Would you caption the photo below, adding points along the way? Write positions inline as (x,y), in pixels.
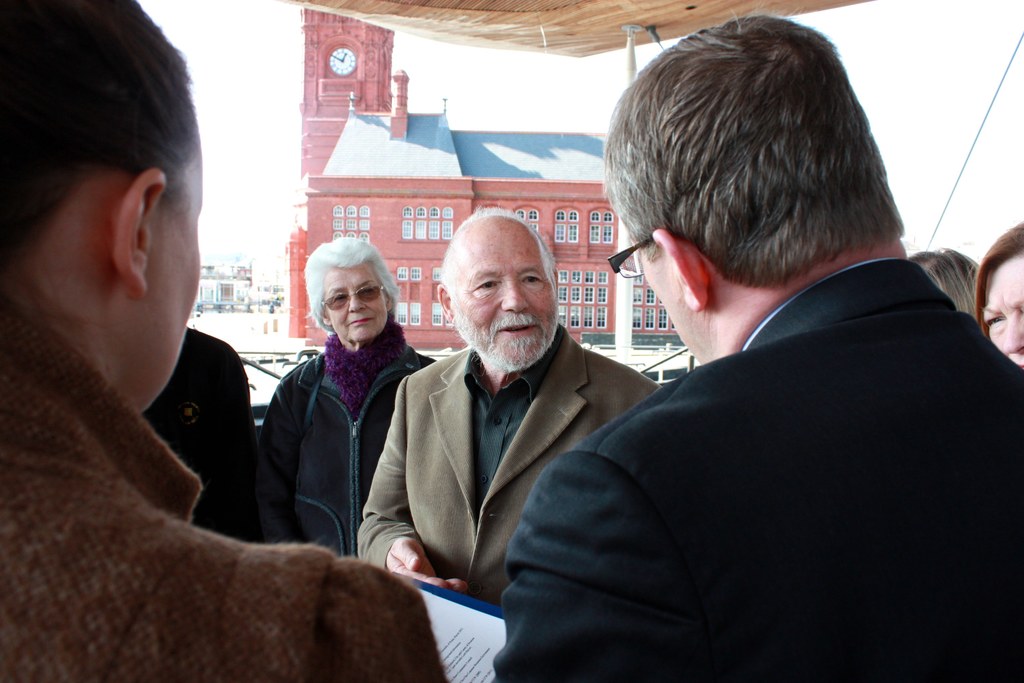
In the foreground of the picture (970,304) there are people (266,522) standing and there are discussing. In the center of the picture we can see papers (478,627). At the top (495,25) it is canopy (531,34). In the background (372,222) there are buildings (255,284) we can see a clock (339,65) also.
